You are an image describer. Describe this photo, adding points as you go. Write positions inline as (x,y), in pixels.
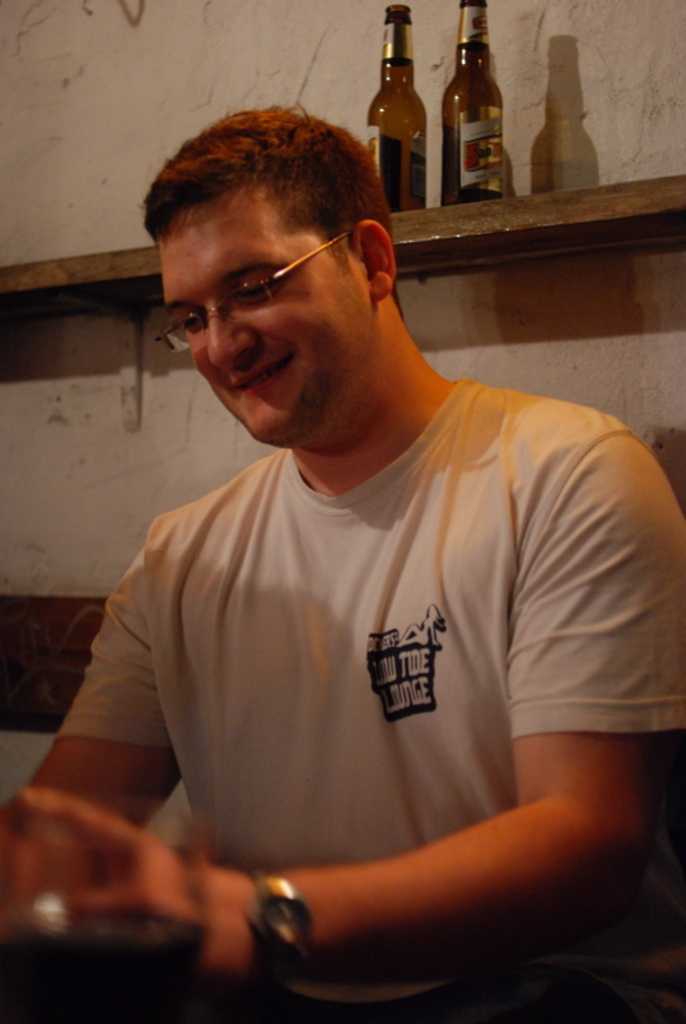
This image is taken indoors. In the background (90,471) there is a wall (114,96) and there is a shelf (517,201) with two bottles (420,122) on it. In the middle of the image (305,424) there is a man (432,894) and he is with a smiling face (287,377).
